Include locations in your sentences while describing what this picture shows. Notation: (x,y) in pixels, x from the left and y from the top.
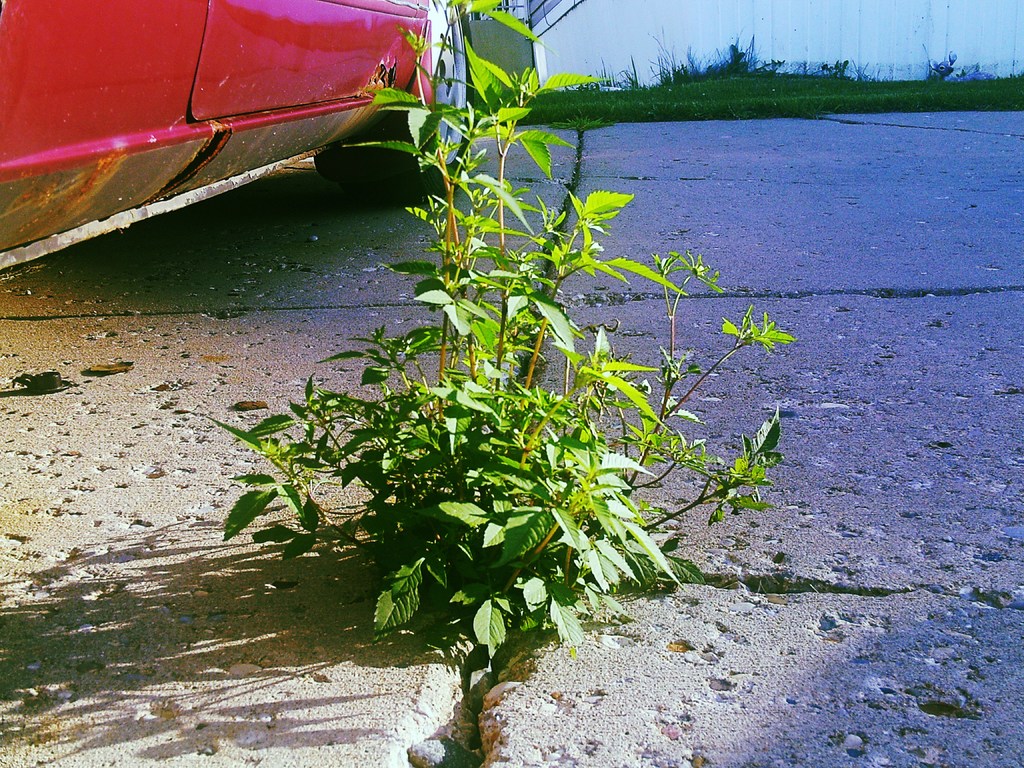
In this image, we can see a vehicle (282,131) on the road (121,361) and there are plants (553,81).
